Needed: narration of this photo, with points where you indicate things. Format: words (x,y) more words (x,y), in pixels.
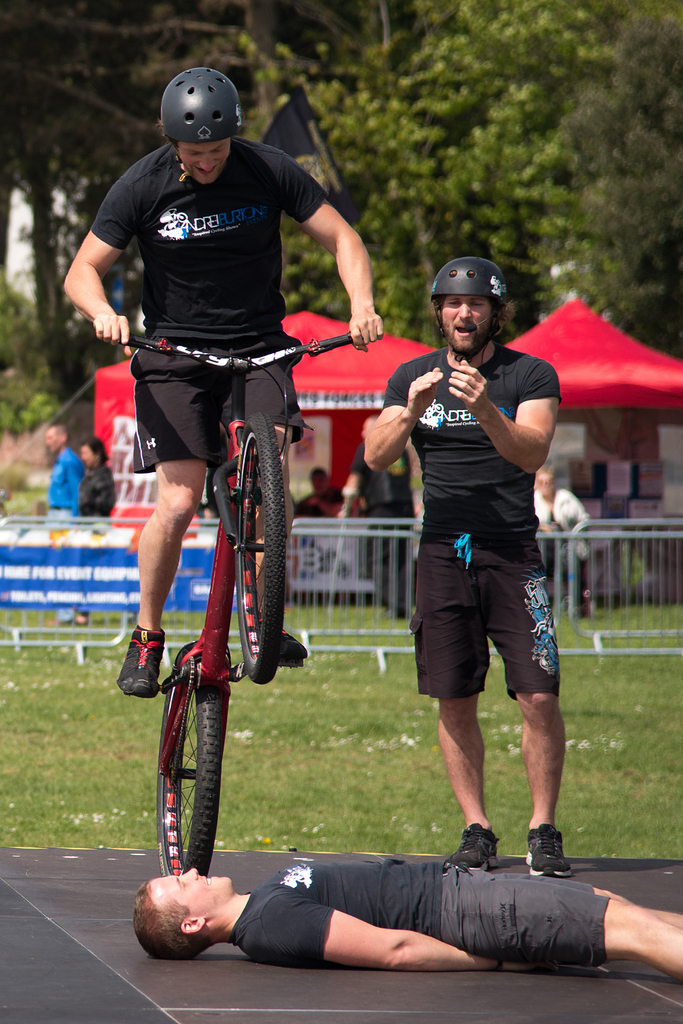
In this image there are three persons (372,877) in the bottom (352,893) there is one person (455,898) who is lying and on the right side (487,517) there is one person (477,429) who is standing, and on the left side (152,430) there is one person (152,363) who is standing on a cycle (227,482) and on the background (139,96) there are some trees (441,126) and tents (383,360) and one fence (317,558) is there and on the bottom (134,732) there is a grass (393,736).
